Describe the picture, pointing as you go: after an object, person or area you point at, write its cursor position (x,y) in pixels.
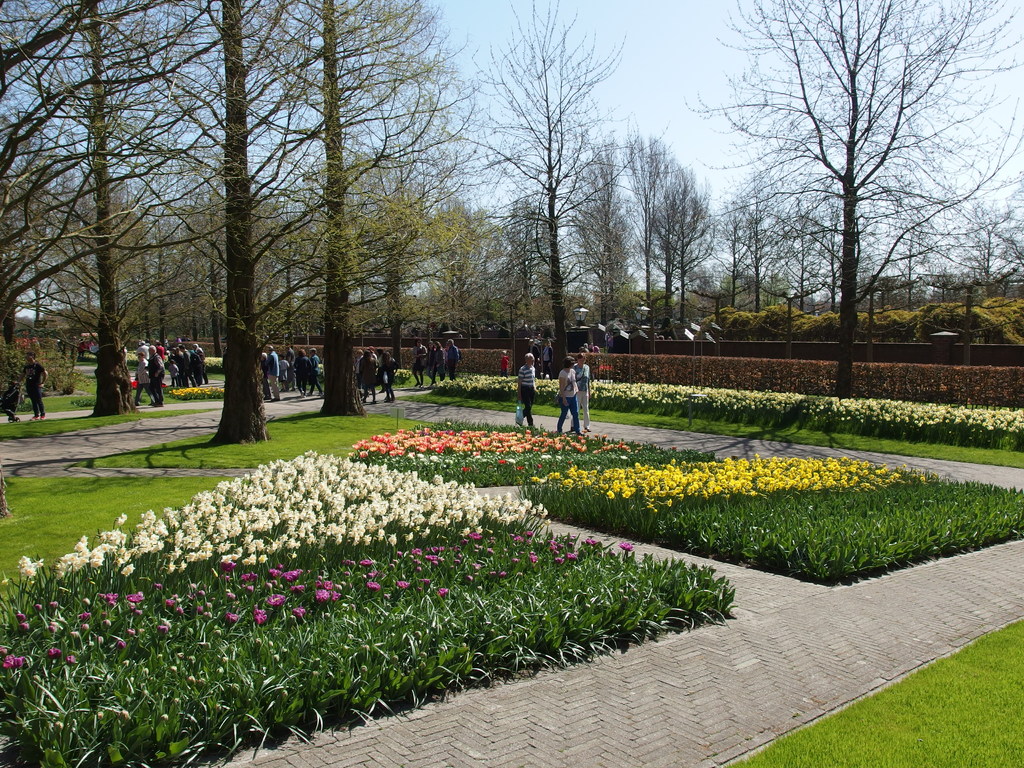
In this image, we can see flowers (799,472), plants (518,470), grass (855,730), trees (560,287) and walkway (934,618). Here we can see a group of people (525,403). Few people (521,388) are walking through the walkways (112,446). Background (891,326) we can see poles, walls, trees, few objects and sky (958,109).
